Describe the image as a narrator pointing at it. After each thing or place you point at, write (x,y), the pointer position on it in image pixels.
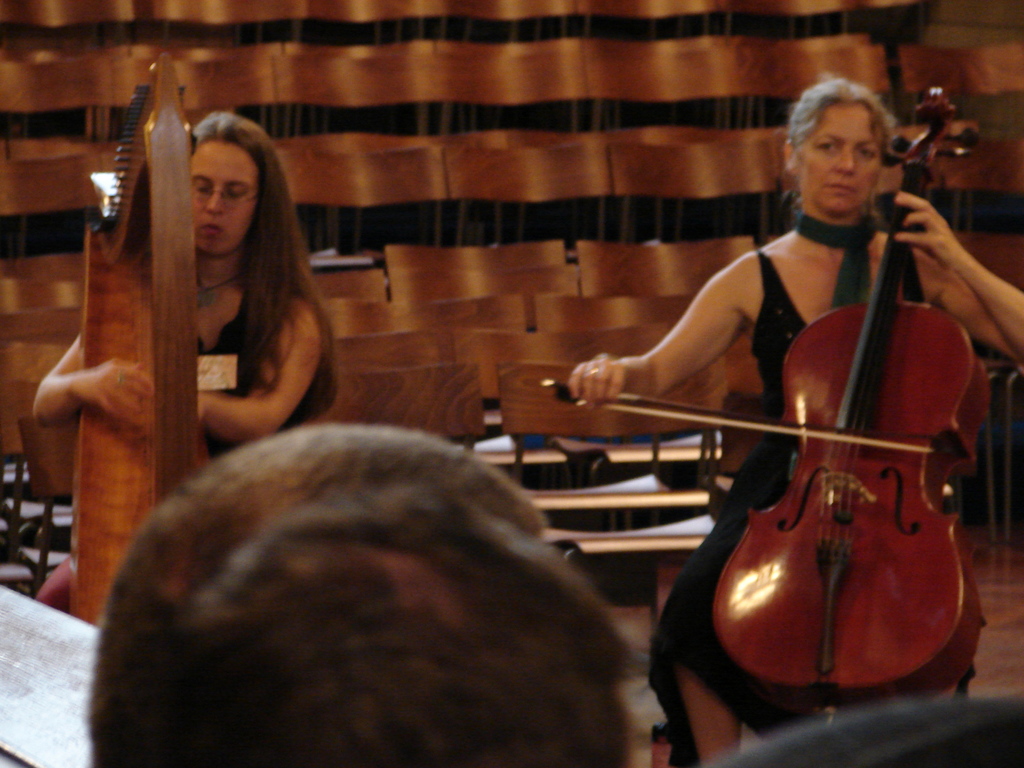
In this image we can see two people (963,279) sitting and playing musical instruments (809,357). In the background (494,312) there are chairs (550,175). At the bottom (462,562) there is a person (399,615).
